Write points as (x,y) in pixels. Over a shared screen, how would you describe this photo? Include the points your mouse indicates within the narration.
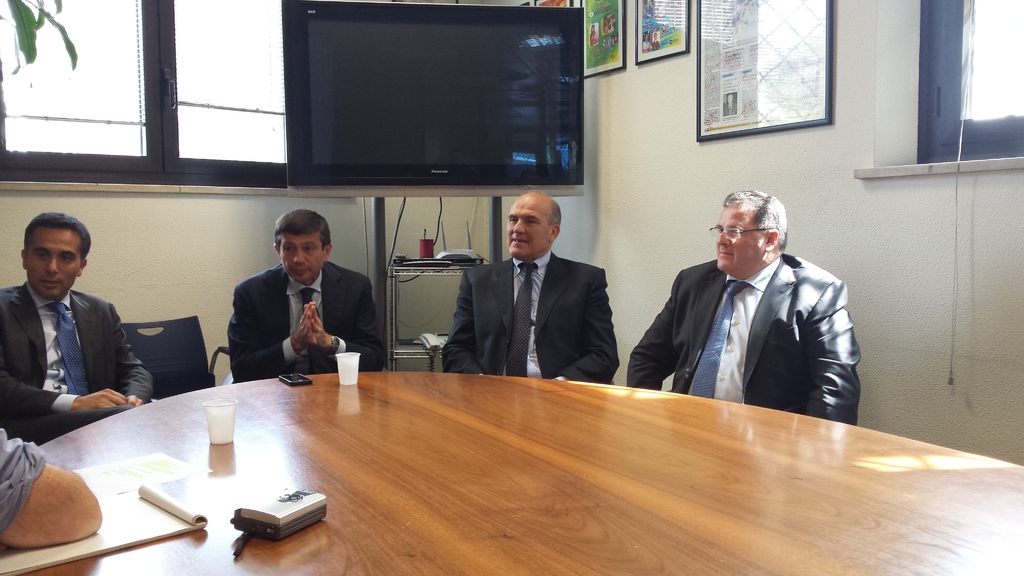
In this image there are four people (239,298) who are sitting on a chair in front of them there is one table (317,561) on that table (317,561) there are tea cups (217,424) and one book (136,518) and one mobile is there and in the middle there is one television (456,87) and on the left side (53,60) there is one window (197,60) and on the right side (897,189) there is wall (671,184) and on that wall (592,89) there are some photo frames (797,67) and on the top of the right corner (948,63) there is one window (965,88).
